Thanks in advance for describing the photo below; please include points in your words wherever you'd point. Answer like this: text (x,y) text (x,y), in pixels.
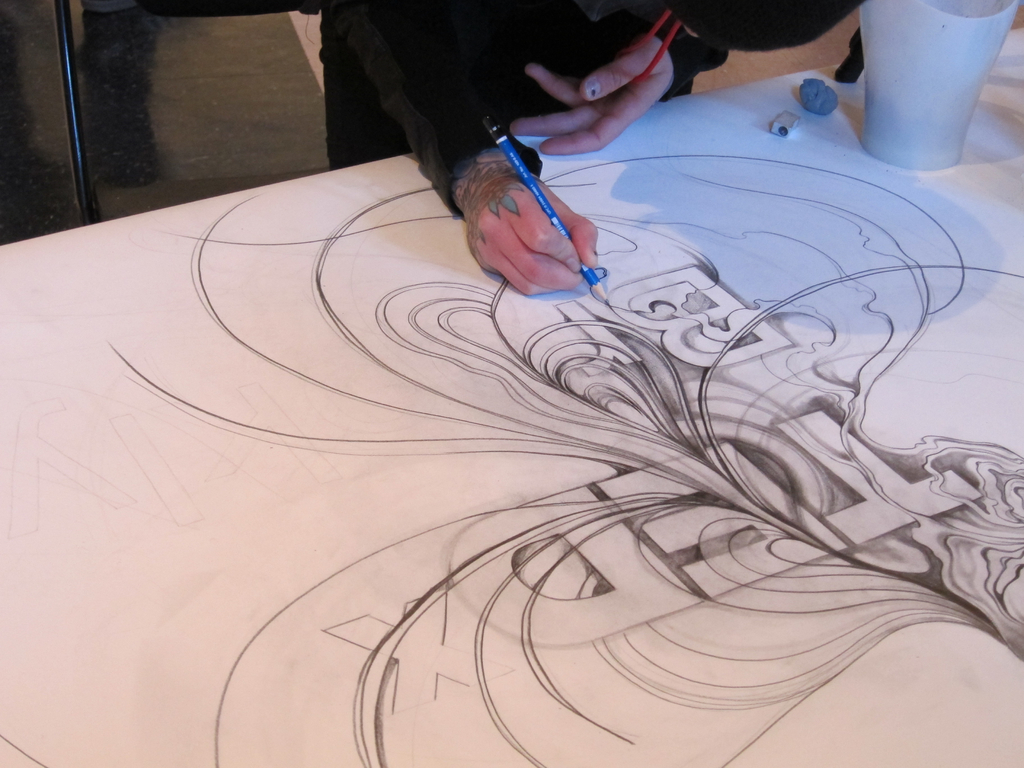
In this image, we can see a human (499,91) is holding a pencil (537,197) and drawing some object (659,346) on the white surface (459,526). Here we can see tattoo (488,188). Top of the image (244,119), we can see floor (309,106), rod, few objects (788,113).
